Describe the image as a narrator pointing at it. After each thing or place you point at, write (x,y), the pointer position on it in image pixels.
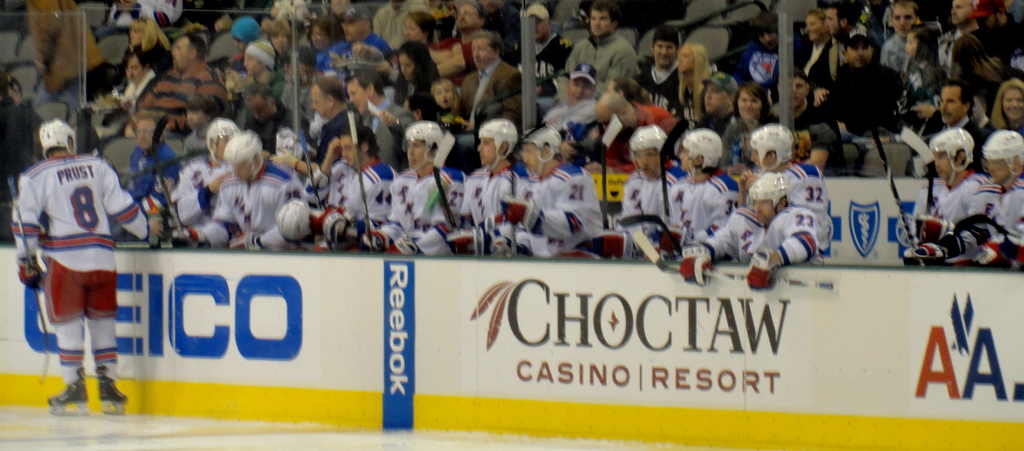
In this image on the left side (100,221) there is one person (88,250) who is standing and he is wearing skating shoes (106,405), and in the background (186,179) there are a group of people (956,182) who are sitting and some of them are holding sticks (317,198) and some of them are wearing helmets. At the bottom (257,329) there is a board (477,330) and a floor (157,420).
